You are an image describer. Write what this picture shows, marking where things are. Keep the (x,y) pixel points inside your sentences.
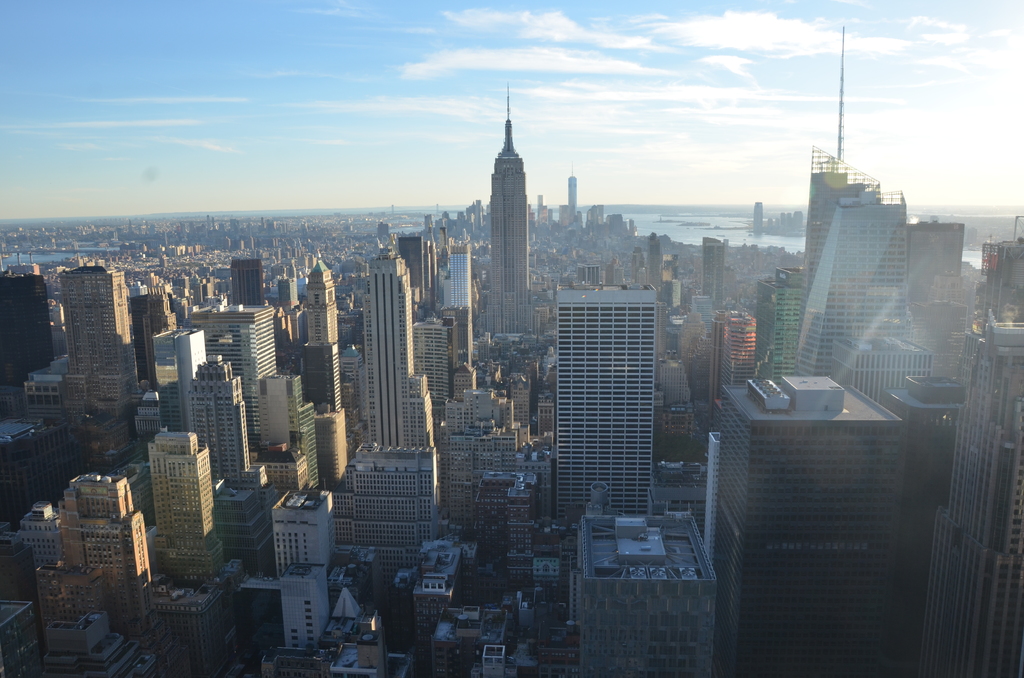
In this image in the center (536,264) there are buildings (530,381), houses (596,252) and skyscrapers (590,288), and in the background (721,219) there is a sea (708,219). And at the top (963,86) there is sky (432,91).
